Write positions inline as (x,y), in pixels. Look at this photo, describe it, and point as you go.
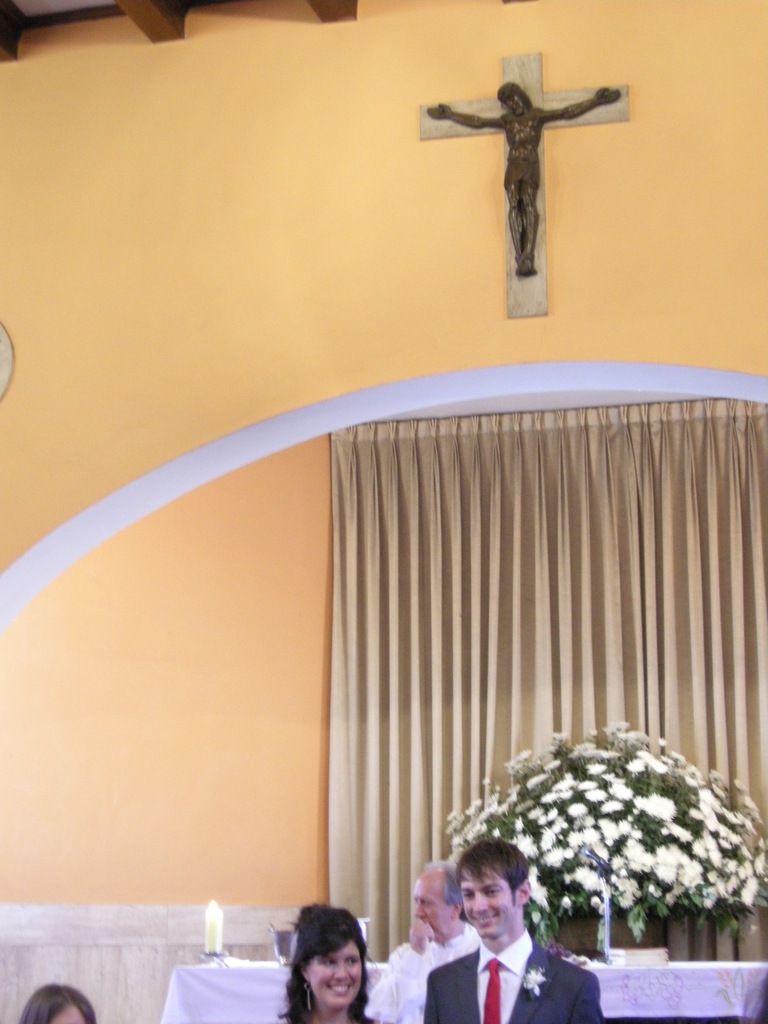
At the bottom of the image (435,920) there are people (522,978). There is a flower vase (638,733) on the table (251,968) with white a color cloth (251,968) on it. In the background of the image (154,326) there is a wall (269,426). There is a curtain (450,478) on the wall (501,310). There is a statue (519,258) on the wall (603,55).
